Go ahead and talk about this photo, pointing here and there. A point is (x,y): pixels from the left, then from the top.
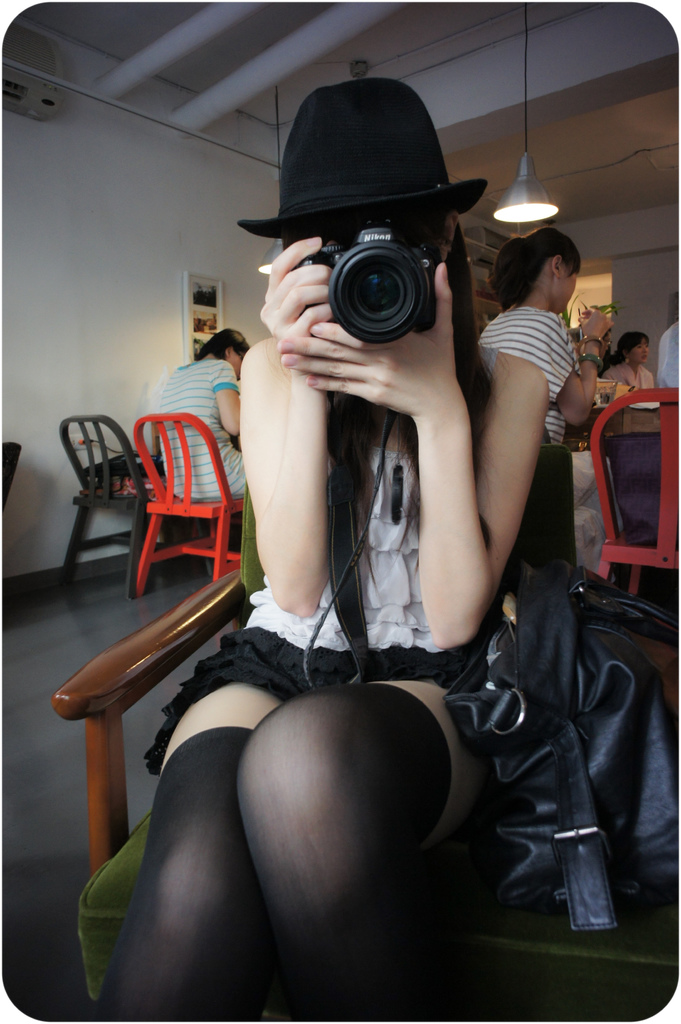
In this image we can see a lady (412,726) sitting and holding a camera (409,289), next to her there is a bag (603,754) placed on the chair (526,964). In the background (206,347) there are people (171,435) sitting and we can see a light (503,219). There is a wall (231,312) and we can see a frame (203,334) placed on the wall (86,399).
